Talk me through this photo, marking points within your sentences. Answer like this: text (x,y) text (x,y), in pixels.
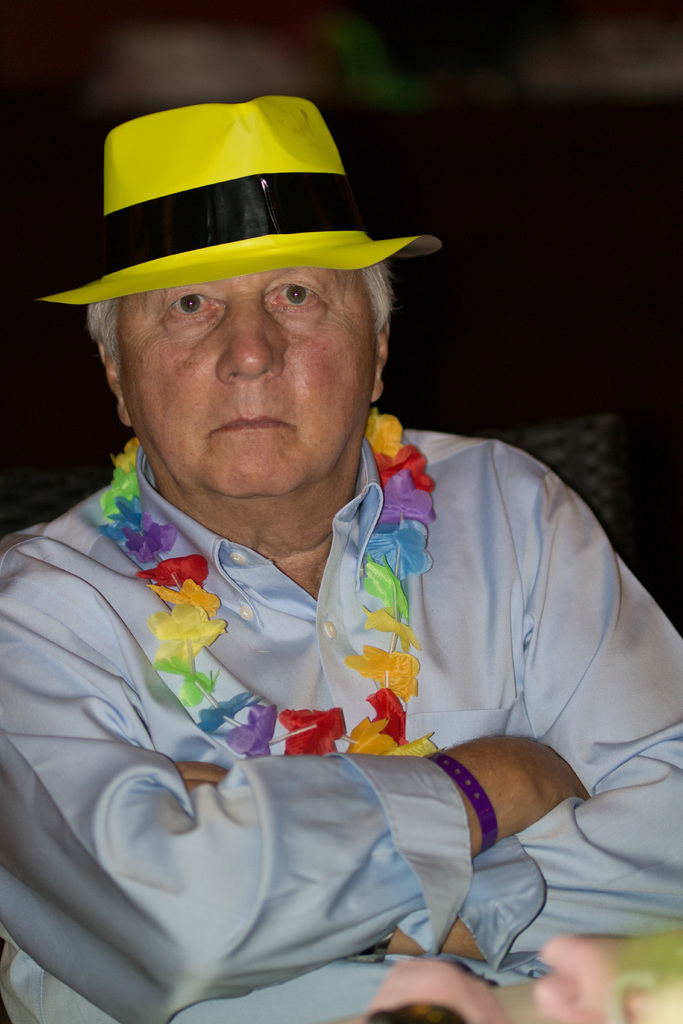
In this image in the foreground (174,560) there is one person (231,448) who is wearing some garland (165,630) and hat (296,231), and the background (593,400) is blurred.
